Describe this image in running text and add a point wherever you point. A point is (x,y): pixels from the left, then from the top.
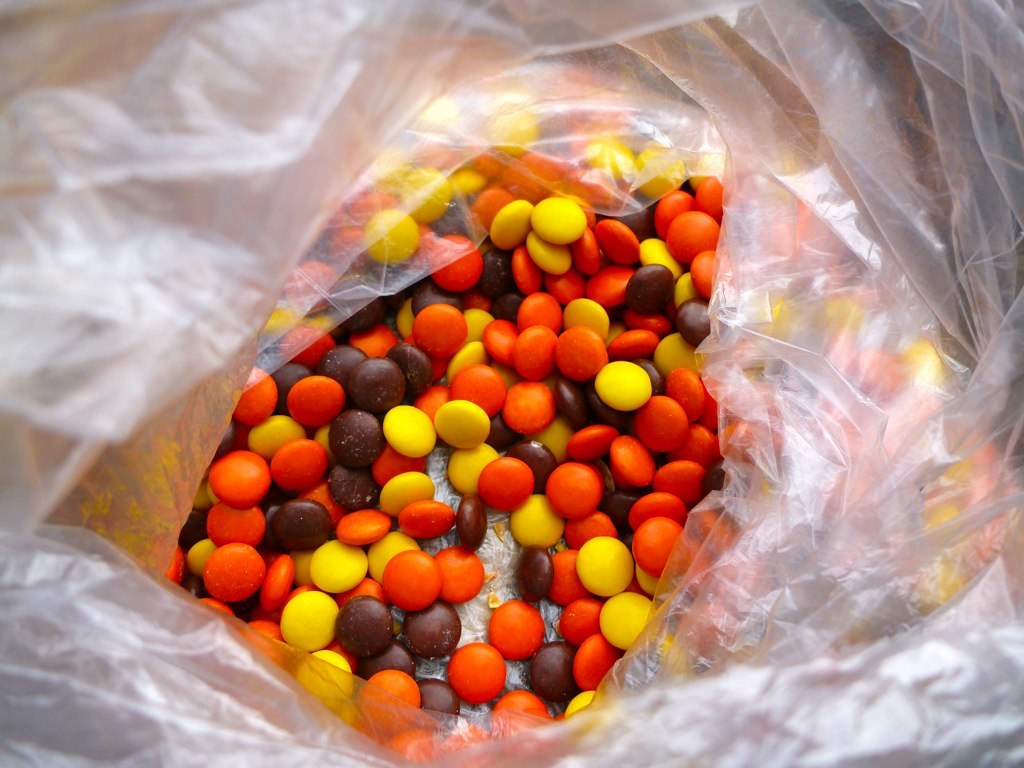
In this image, we can see candies (643,427) in the plastic cover (142,325).
